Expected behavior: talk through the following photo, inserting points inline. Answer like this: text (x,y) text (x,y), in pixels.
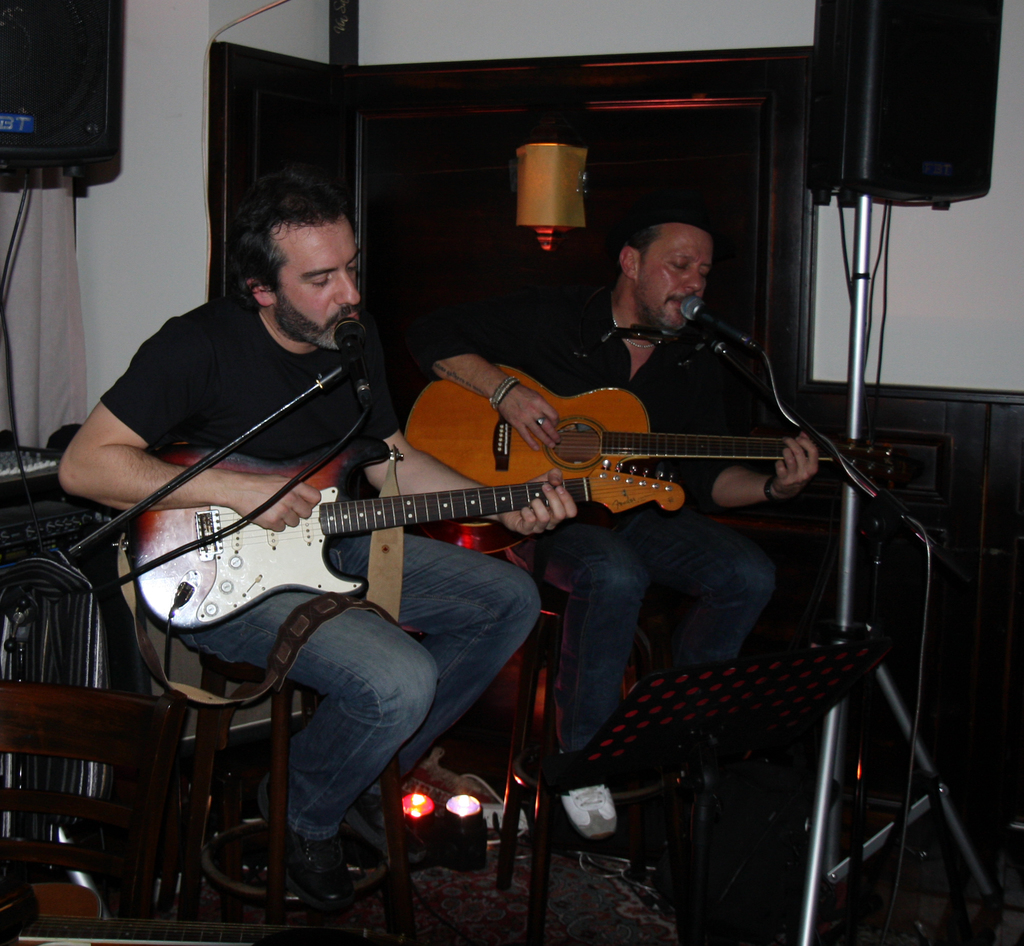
In this image I see 2 men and both of them are holding the guitar (346,521) and both of them are sitting in front of a mic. In the background (68,526) I see some equipment (107,47), wall (142,4) and light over here.
